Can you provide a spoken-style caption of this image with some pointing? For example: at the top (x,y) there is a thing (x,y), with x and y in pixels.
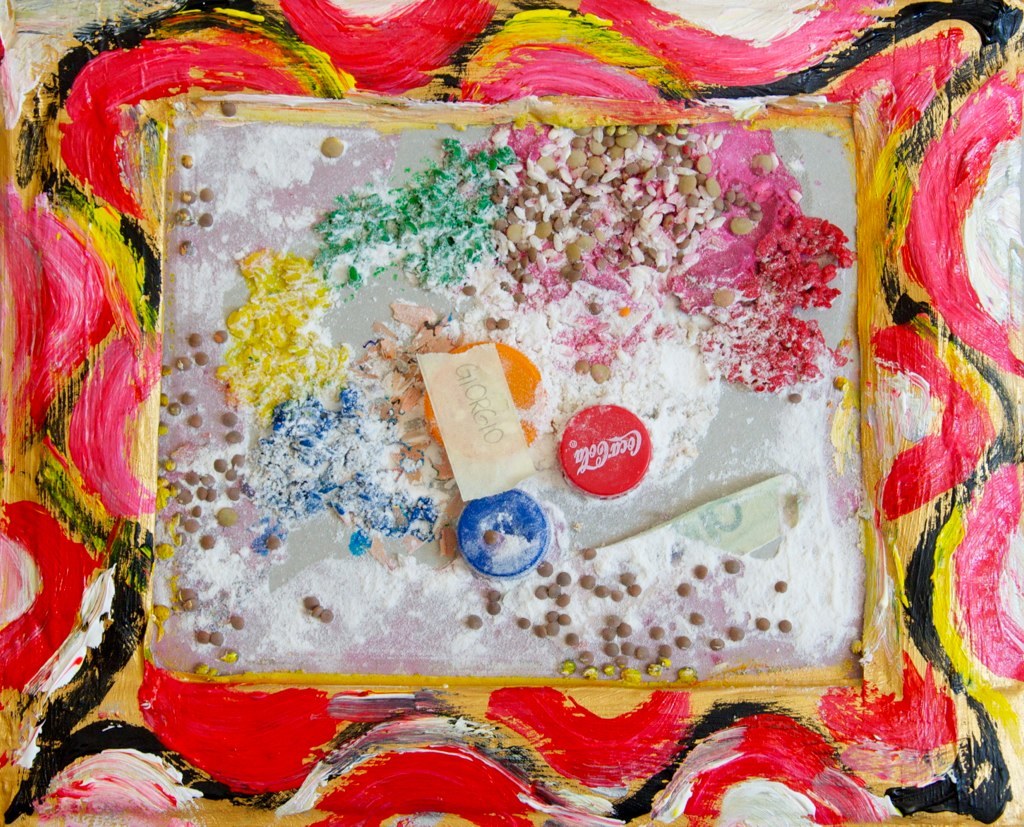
In this image I can see a frame (984,673) which is painted. There are bottle caps (600,423) and other items (433,472) in the center (584,480).
